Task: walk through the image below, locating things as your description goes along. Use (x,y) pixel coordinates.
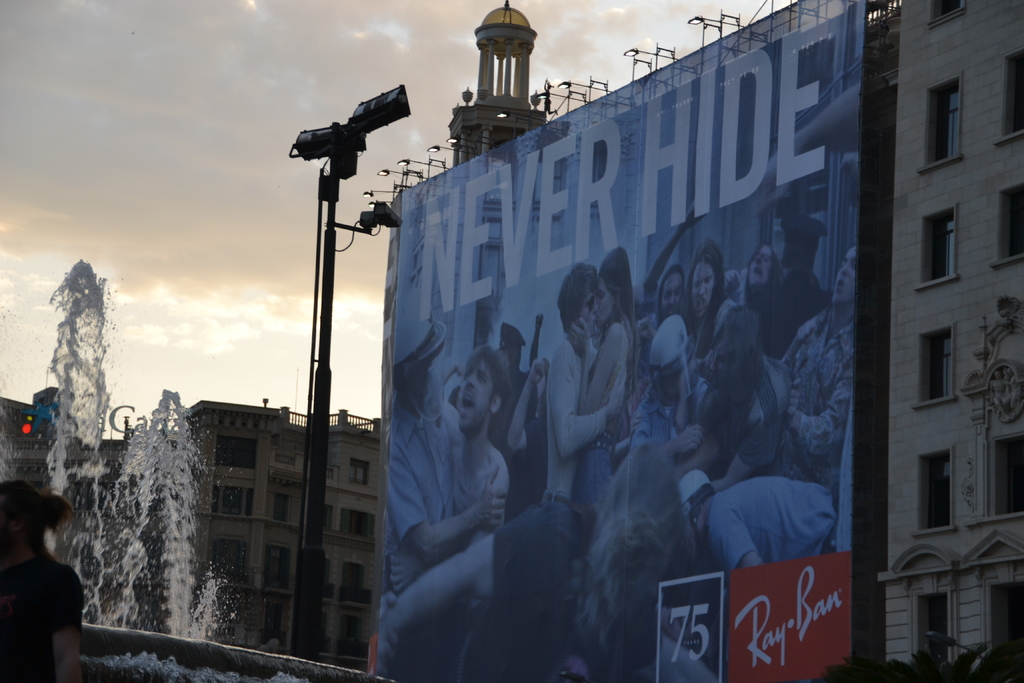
In this image I can see few buildings (951,426), number of windows (1013,467), a poster (820,176), a pole (324,398), number of lights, a water fountain (72,459) and here I can see one person (38,492). In the background (83,194) I can see clouds (161,186), the sky (237,307) and here on this poster (708,98) I can see number of people (650,367). I can also see something is written on it.
